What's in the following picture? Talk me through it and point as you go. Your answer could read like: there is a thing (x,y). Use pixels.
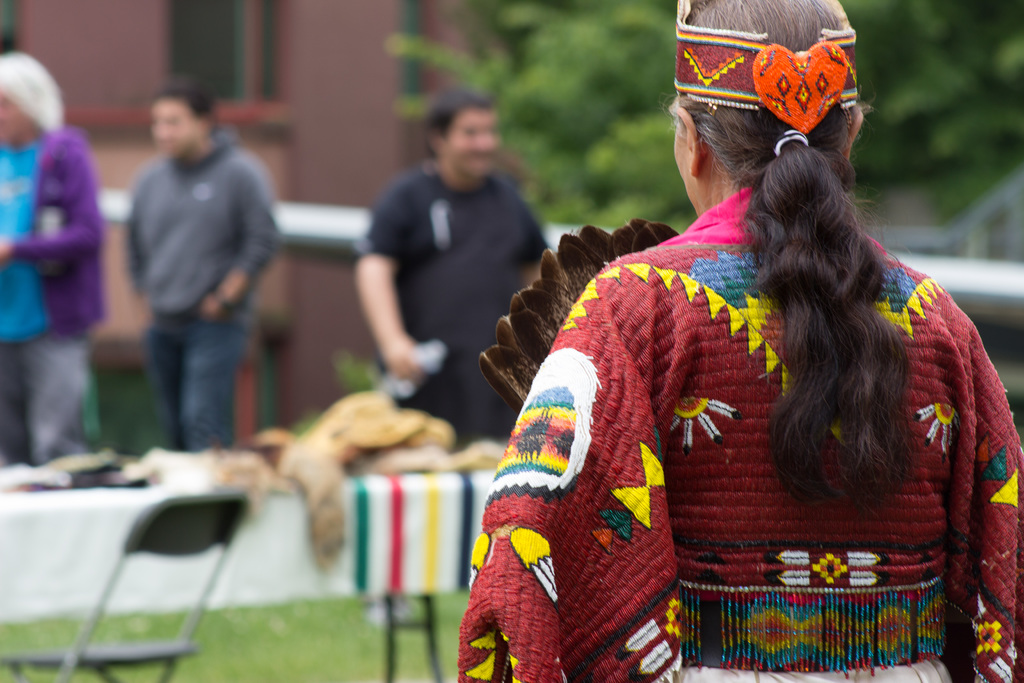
There is one person (751,450) standing and wearing a headband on the right side of this image (750,385). There are other people (208,323) standing on the left side of this image (70,281). There are chairs (161,538) at the bottom of this image (151,553). There are trees (600,115) and a wall (385,88) at the top of this image (456,73).
